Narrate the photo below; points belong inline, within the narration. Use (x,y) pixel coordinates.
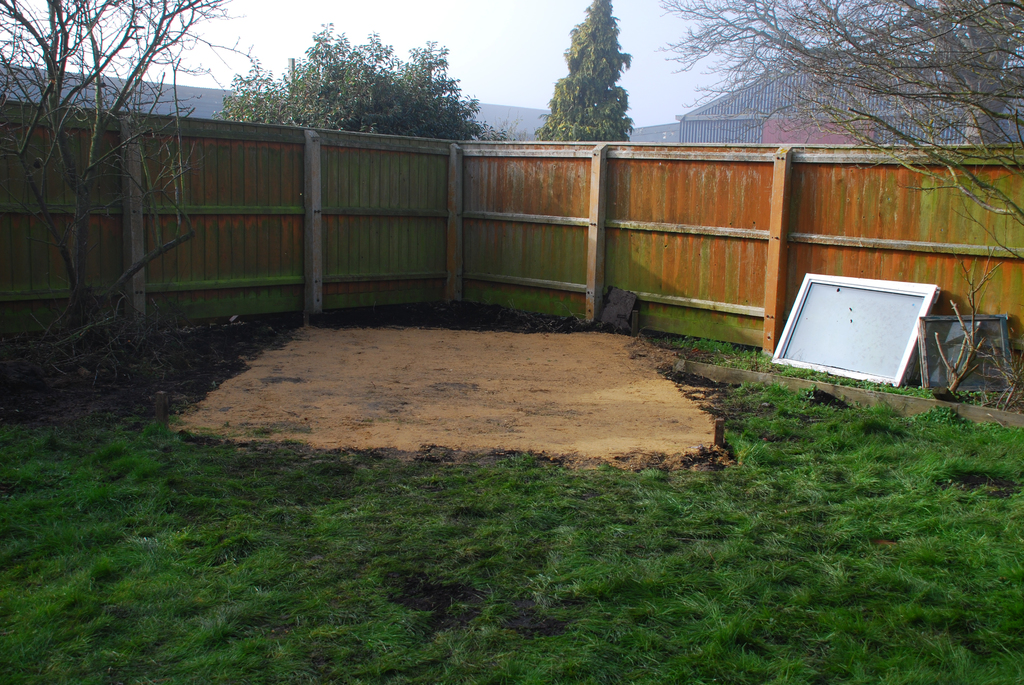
In the center of the image (599,229) there is a wall (371,213). At the bottom of the image (260,541) there is grass (126,573). In the background of the image (604,92) there are trees (377,85). There is a house (768,103).
